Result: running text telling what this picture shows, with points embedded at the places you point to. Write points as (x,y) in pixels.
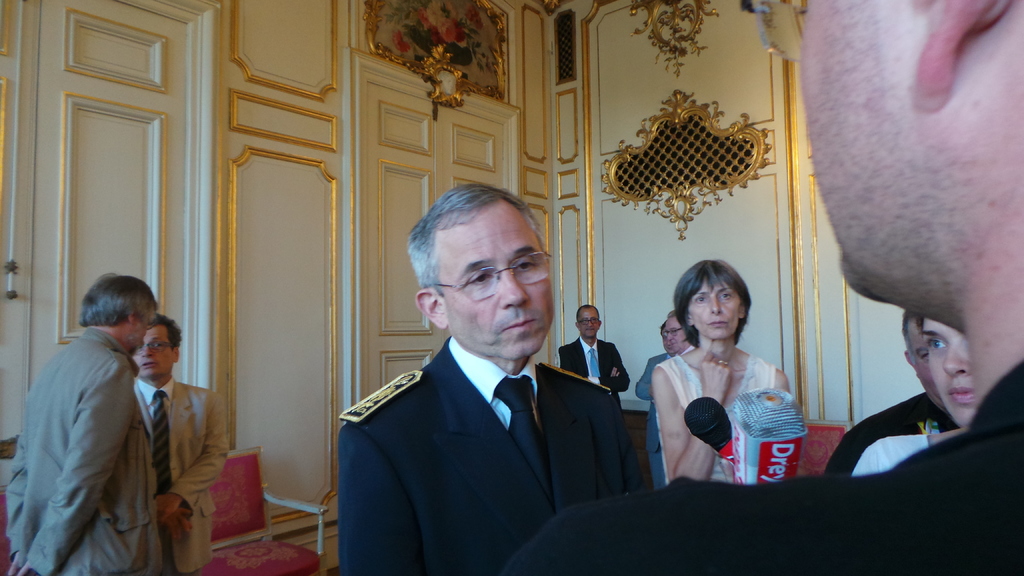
In this image I can see the group of people (525,345) with different color dresses (540,378). I can see few people (474,286) with the specs (493,281). I can see the mics (696,420) in-front of the person (533,382). In the background (253,564) I can see the chairs (225,519) and decorative frames (230,333) to the wall (354,258).
